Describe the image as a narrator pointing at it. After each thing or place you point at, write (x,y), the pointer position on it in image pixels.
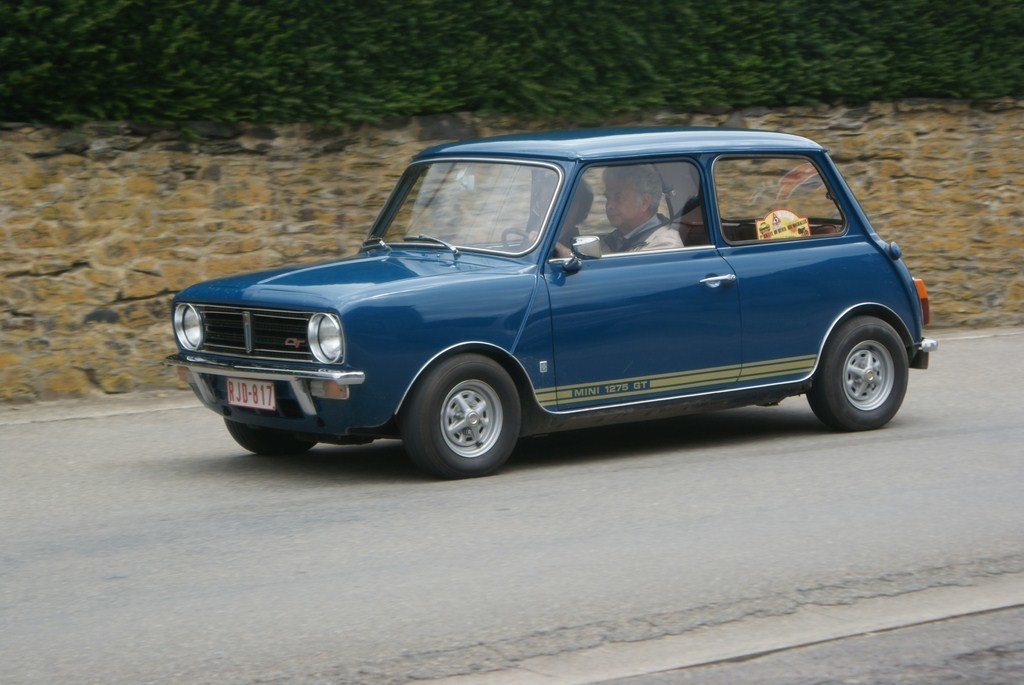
This picture is clicked outside. In the center (358,299) there is a blue color car (539,375) seems to be running on the road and we can see the two persons (646,201) riding the car (531,260). In the background (976,23) we can see the ground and the green object (648,23) seems to be the grass (308,58).
